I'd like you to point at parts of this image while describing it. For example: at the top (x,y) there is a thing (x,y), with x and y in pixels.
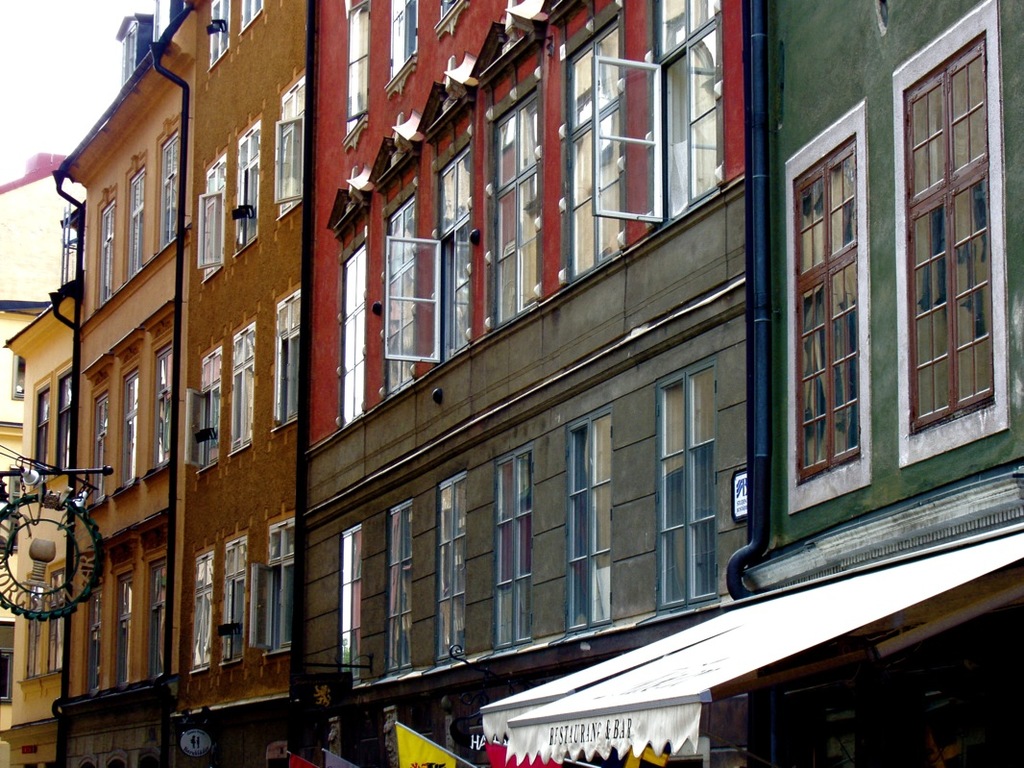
At the bottom (561,699) there is a shed (679,695) and there are flags (407,730) of different colors and in the middle (460,478) there are very big buildings (436,334) with glass windows (448,338). On the left side (83,509) there is an iron thing (18,615) in circular shape.
